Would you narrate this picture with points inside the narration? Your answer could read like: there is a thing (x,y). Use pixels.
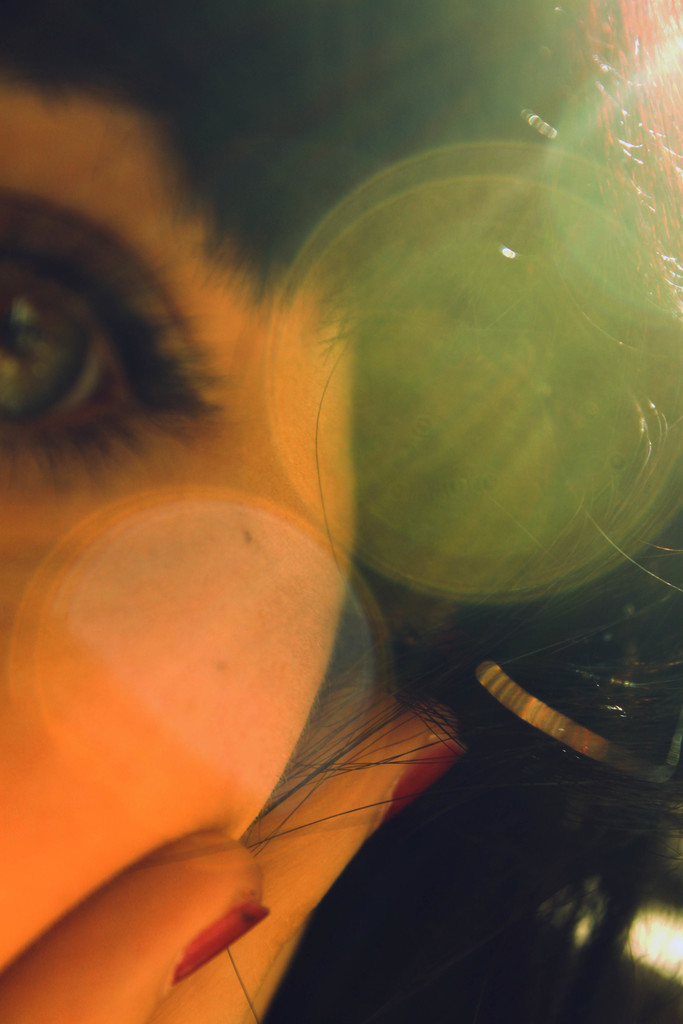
In this image I can see a human eye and a human hand (206,831) on this person's face (193,746).
